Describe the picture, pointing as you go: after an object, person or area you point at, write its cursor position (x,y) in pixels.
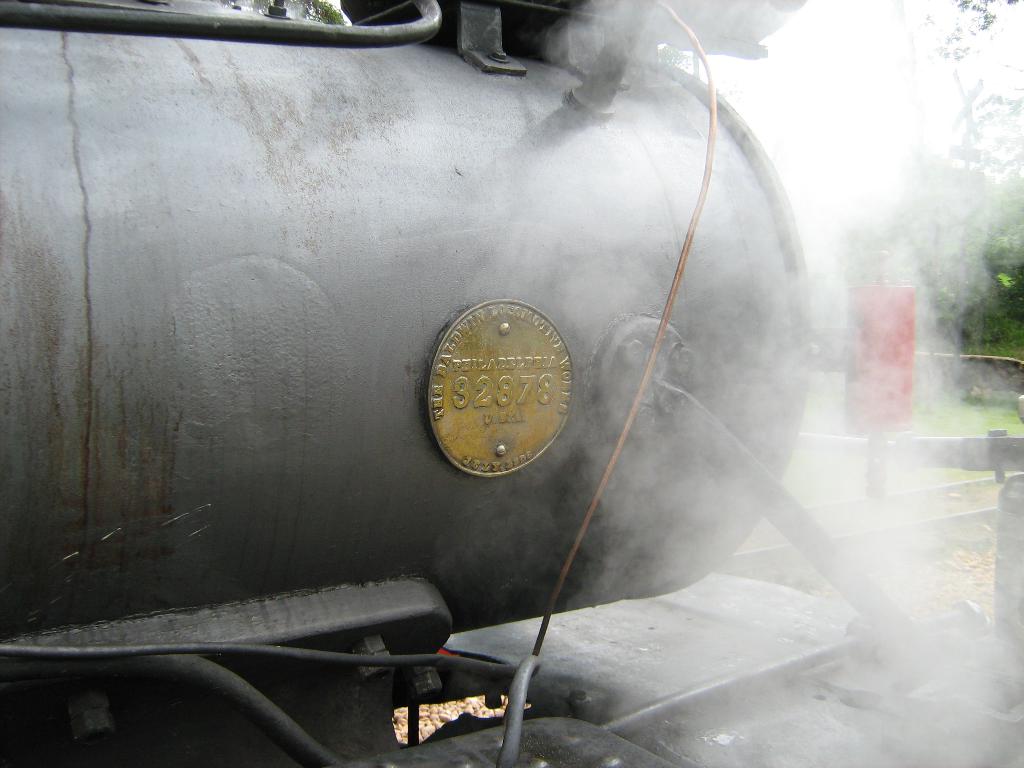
In this image I can see a black colour engine (343,486) and on it I can see a golden colour plate (465,369). On the plate (494,379) I can see something is written. On the right side of this image (854,372) I can see a red colour thing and few trees (982,53). I can also see smoke (895,566) on the right side (766,268).
